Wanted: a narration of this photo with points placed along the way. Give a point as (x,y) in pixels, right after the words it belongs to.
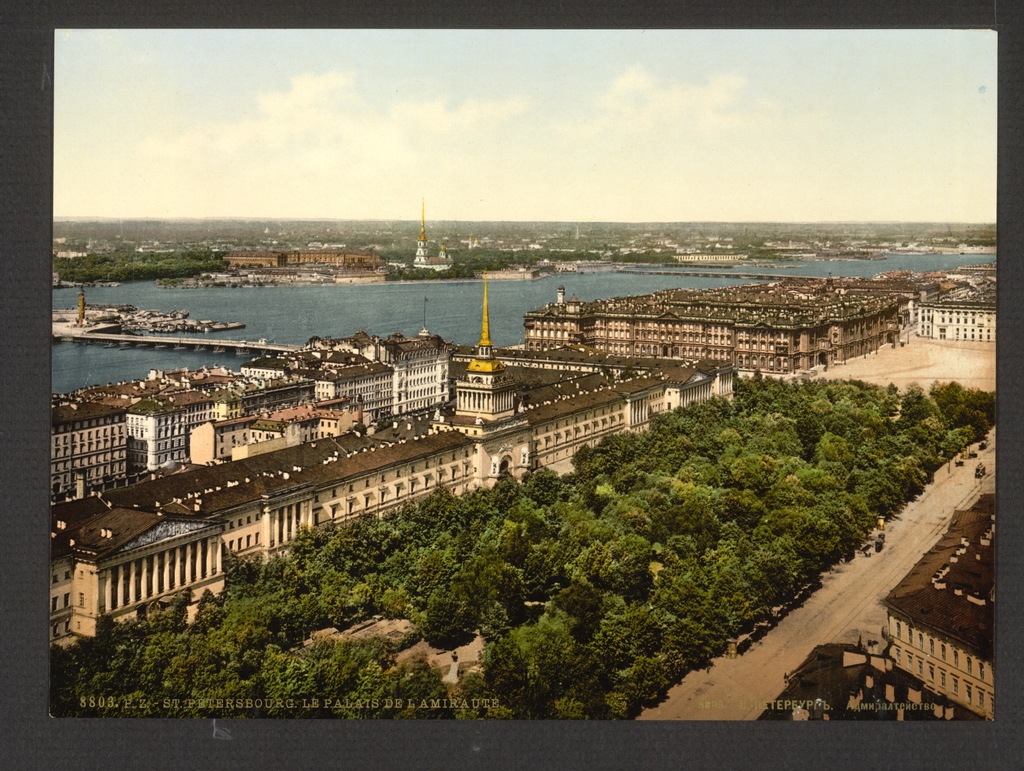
This image is an edited image. There are four borders (173,23) in the four sides of the image. At the top of the image (295,119) there is the sky (430,101) with clouds (432,105). In the middle of the image (368,473) there are many buildings (286,423) and architectures (743,345). There are many trees (470,541) and plants (832,499) with leaves (763,543), stems (711,546) and branches (448,637). There is a river (451,288) with water (662,267). There is a bridge (162,342). There are two towers (423,214) and there is a ground (931,346).
